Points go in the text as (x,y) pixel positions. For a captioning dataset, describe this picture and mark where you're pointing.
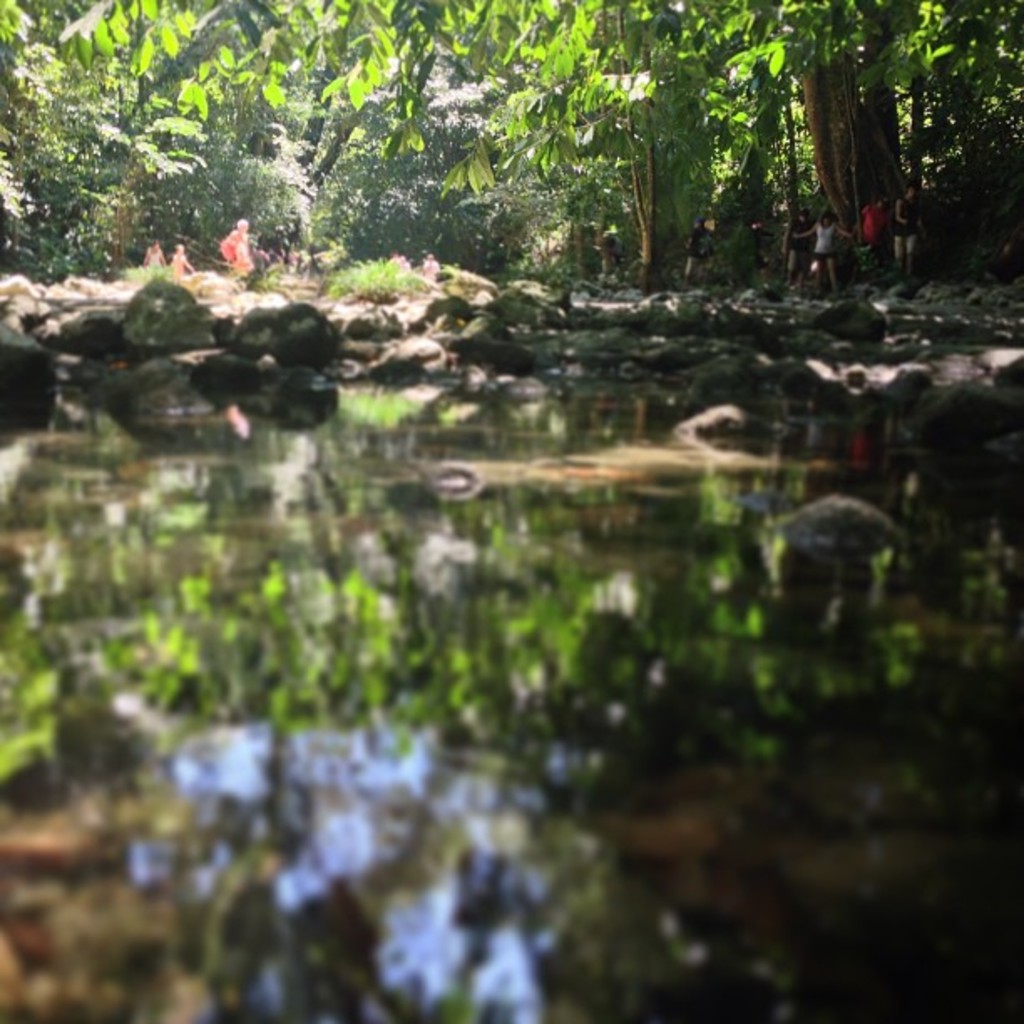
In this image there is a pond (567,834) in the bottom of this image (541,806) and there are some stones (419,350) in the middle of this image (571,362). There are some persons (877,229) standing on the right side of this image (825,216). There are some trees (425,110) in the background (509,94).
